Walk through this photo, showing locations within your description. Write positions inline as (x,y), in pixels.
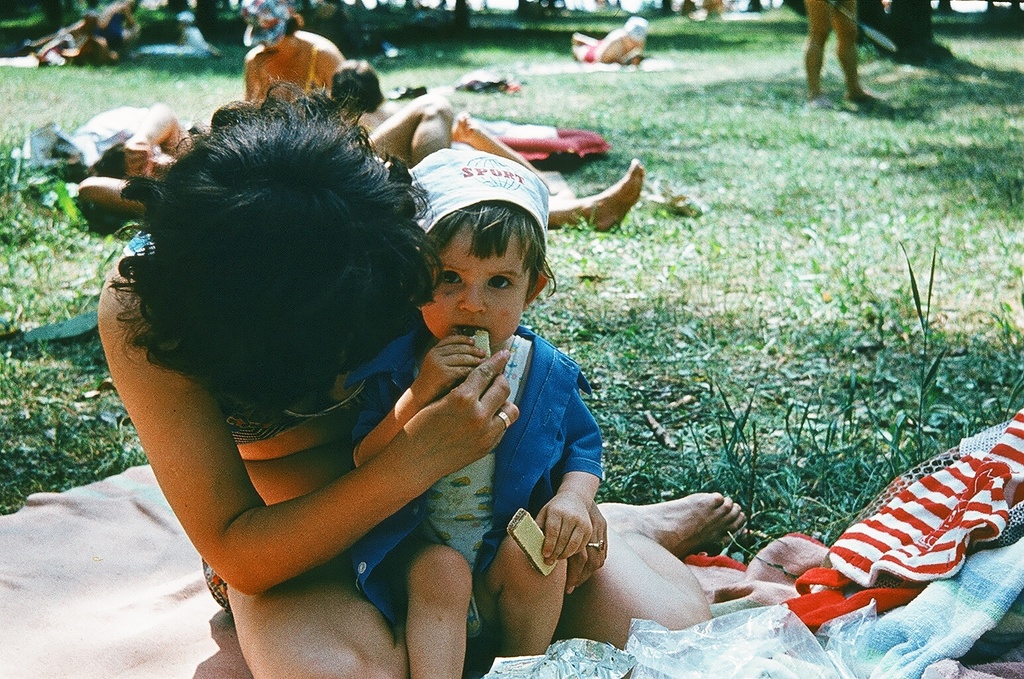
In the center of the image (364,234) we can see women (343,282) and kid (448,347) sitting on the grass (662,280). In the background (59,56) we can see many persons (277,81) sleeping and sitting on the grass (607,261). In the background (659,278) we can see trees (314,19) and grass (732,214).
